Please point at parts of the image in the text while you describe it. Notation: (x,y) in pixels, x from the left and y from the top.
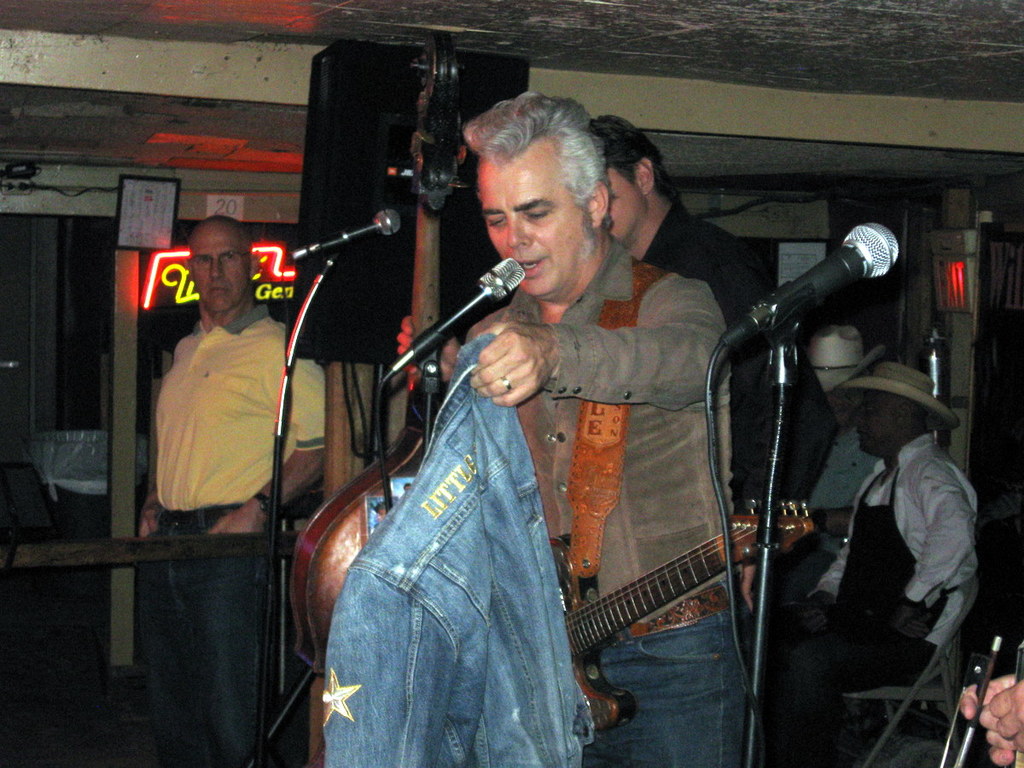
In this image there is a man (547,240) standing near a mike (731,335), another 2 persons (161,728) standing, another 2 persons (858,441) sitting in chair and the back ground (374,204) there is curtain (111,269), frame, name board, speaker (362,196).
